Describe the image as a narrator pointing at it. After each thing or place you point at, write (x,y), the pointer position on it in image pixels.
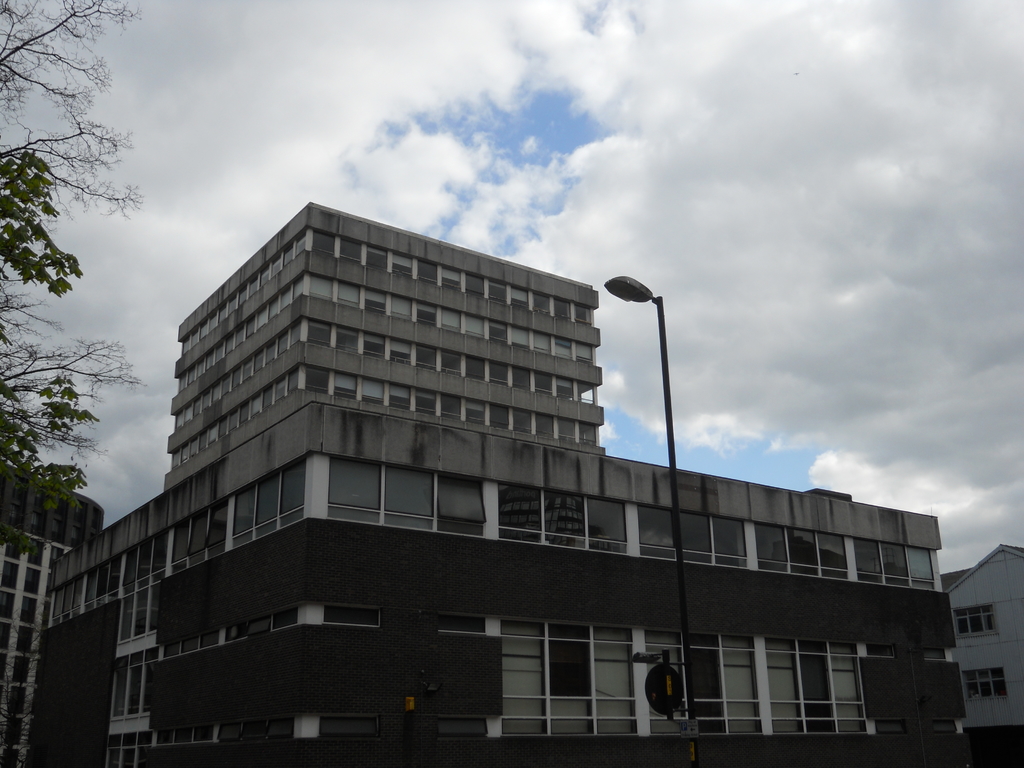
In the image we can see there are buildings (358,589) and there are trees (3,70). There is a cloudy sky (518,123).
